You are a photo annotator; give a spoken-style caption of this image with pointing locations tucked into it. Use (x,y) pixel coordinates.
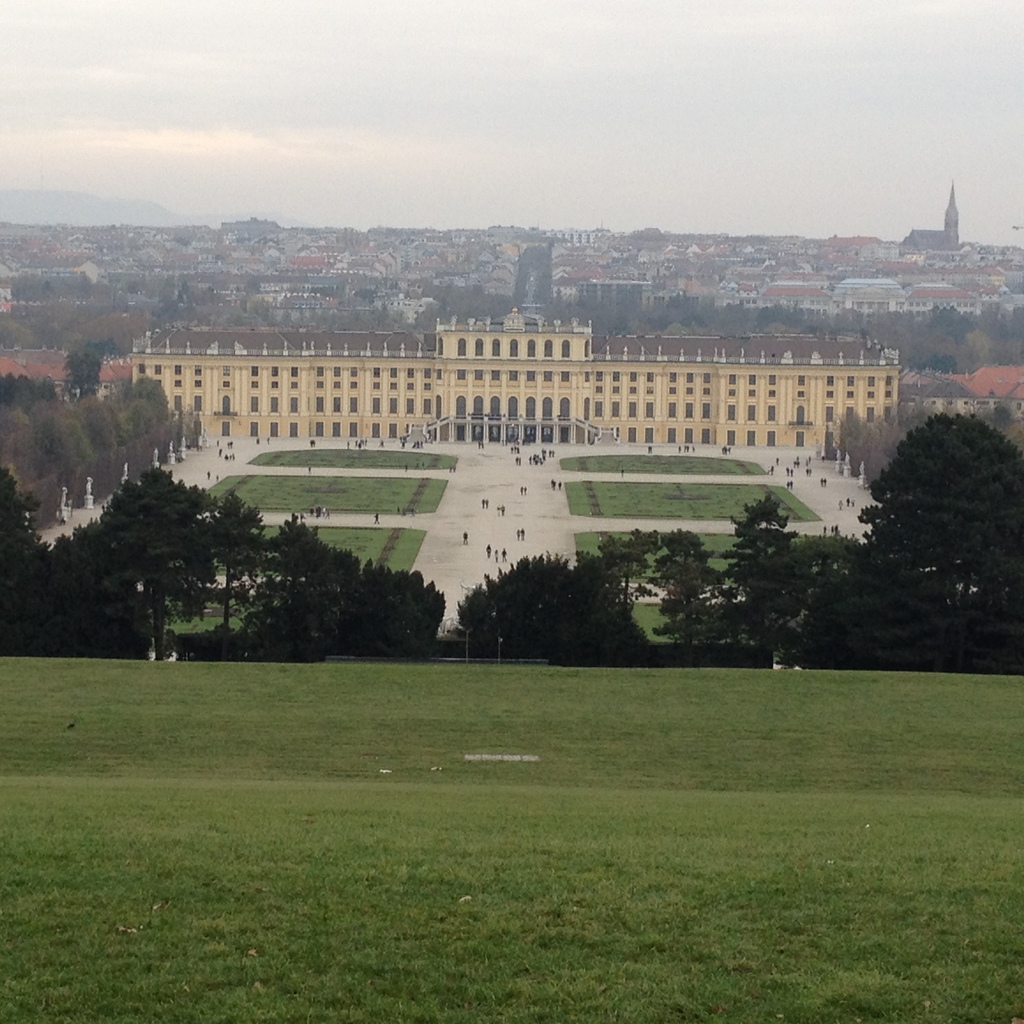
In this image I can see few buildings (483,396), few trees (926,507), green grass (577,783) and few people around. The sky (511,173) is in white and blue color.
